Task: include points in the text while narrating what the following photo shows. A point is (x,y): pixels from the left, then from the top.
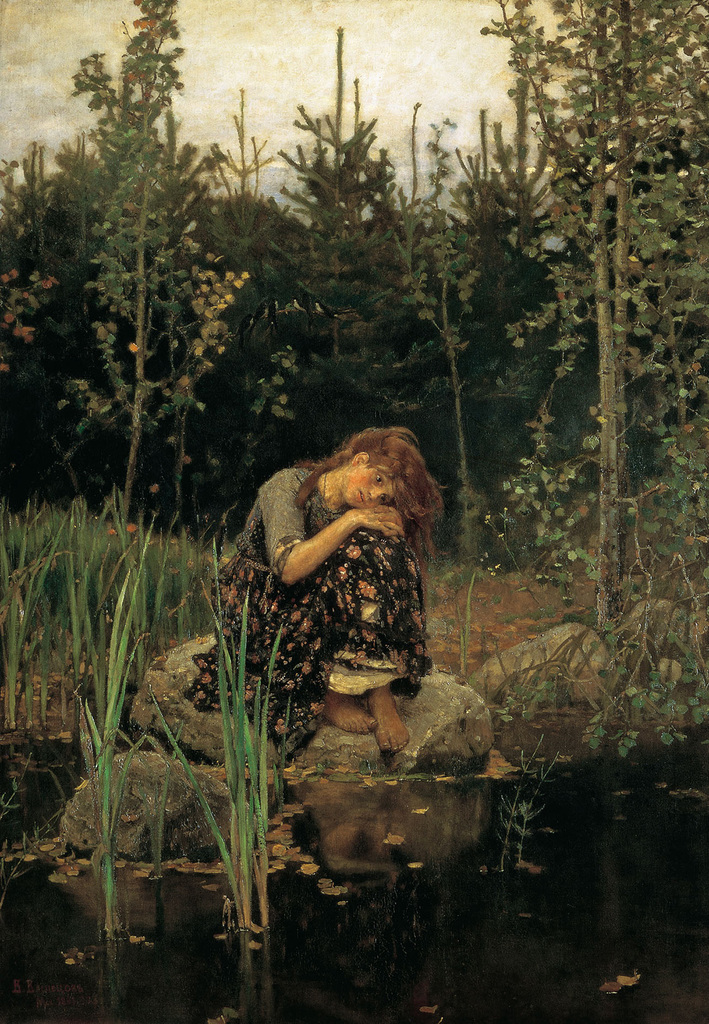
In this picture there is a girl (332,454) in the center of the image (329,666) who is sitting on a rock (408,747) and there is water (423,871) at the bottom side of the image (433,909) and there is greenery (364,329) in the background area of the image (387,237).
